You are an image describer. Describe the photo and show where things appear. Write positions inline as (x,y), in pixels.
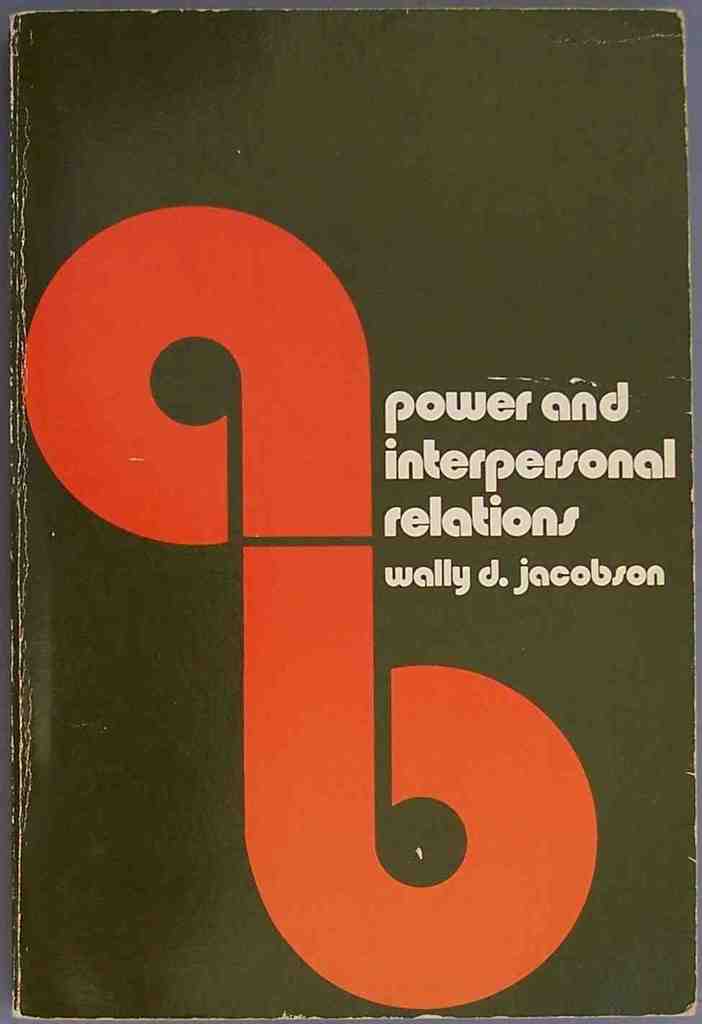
Here in this picture we can see a poster (210,157) present and on that we can see a symbol (317,468) and some text (523,518) present over there.
